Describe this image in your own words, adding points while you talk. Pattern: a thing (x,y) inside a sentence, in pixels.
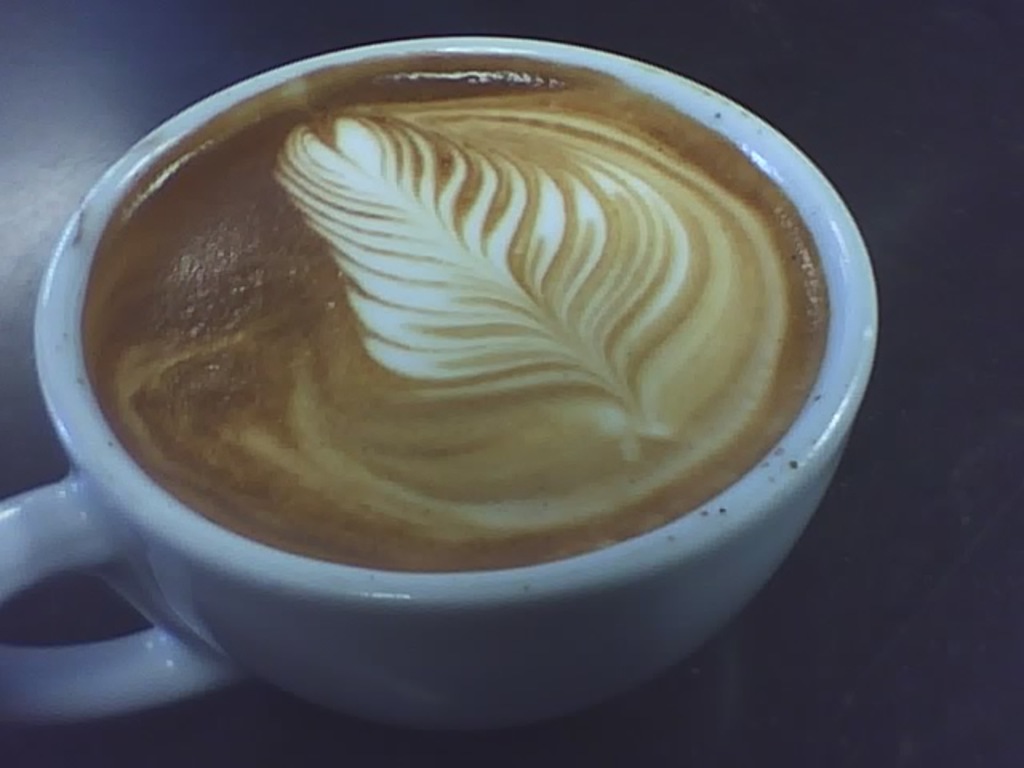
In this image we can see there is a cup (170,568) of coffee (432,552).
